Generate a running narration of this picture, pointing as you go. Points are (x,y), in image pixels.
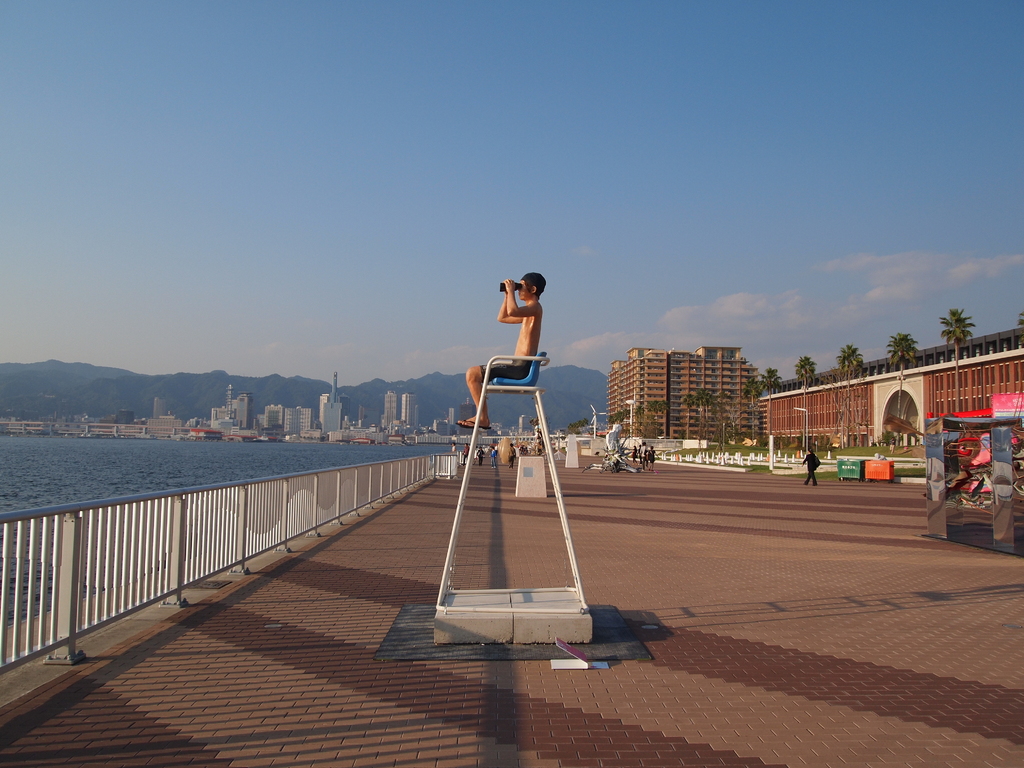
In this image we can see a person (533,314), binoculars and other objects (482,403). In the background of the image (686,392) there are buildings (838,398), trees (846,434), people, mountains (494,410) and other objects (1003,407). At the top of the image (378,119) there is the sky (488,174). At the bottom of the image (356,676) there is the floor (263,672). On the left side of the image (173,495) there are water (25,470) and fence (334,481). On the right side of the image (926,470) there is an object (934,441).
